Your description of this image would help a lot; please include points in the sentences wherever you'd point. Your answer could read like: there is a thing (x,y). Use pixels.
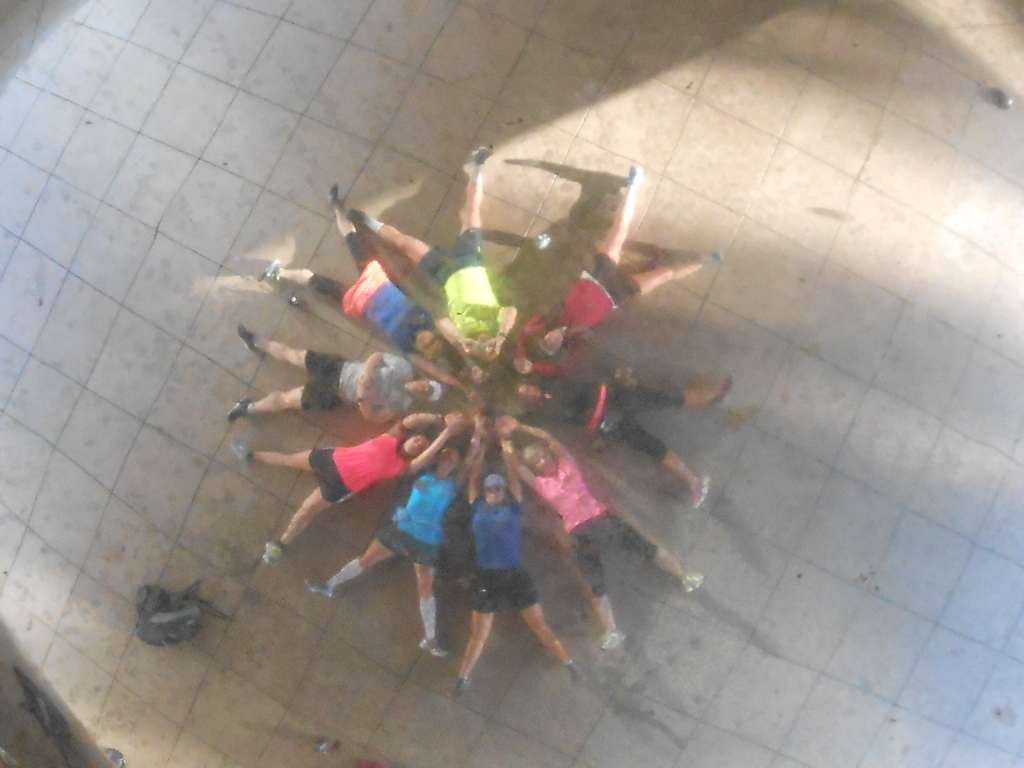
In this image we see a group of persons (542,430) are lying on the ground (719,363).
